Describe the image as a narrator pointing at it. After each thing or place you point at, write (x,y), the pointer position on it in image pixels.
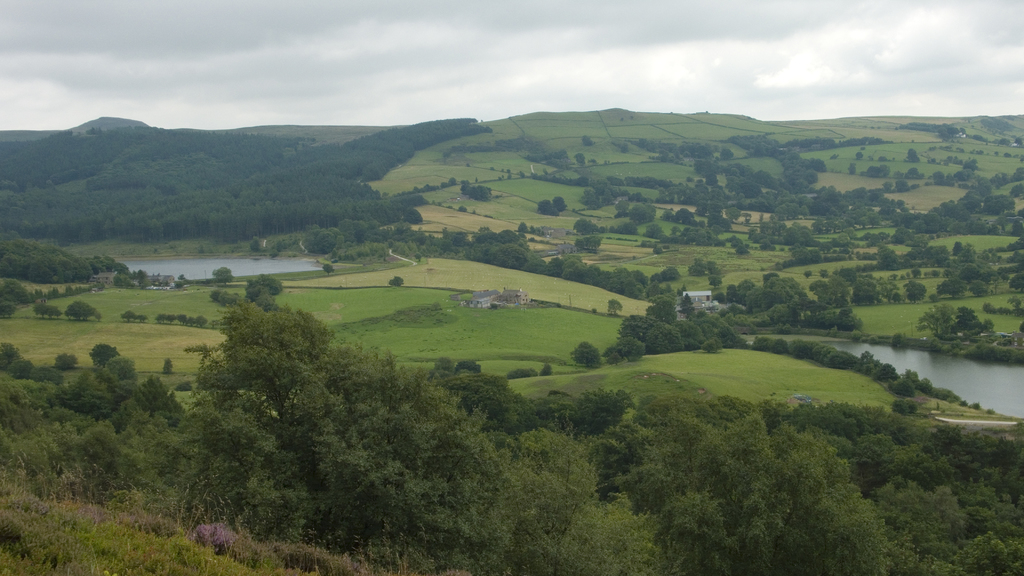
In this image we can see many trees (159,236). Also there is water (949,374). And there are buildings (479,292). On the ground (648,121) there is grass (615,146). In the background (556,49) there is sky (575,59) with clouds (862,57).
